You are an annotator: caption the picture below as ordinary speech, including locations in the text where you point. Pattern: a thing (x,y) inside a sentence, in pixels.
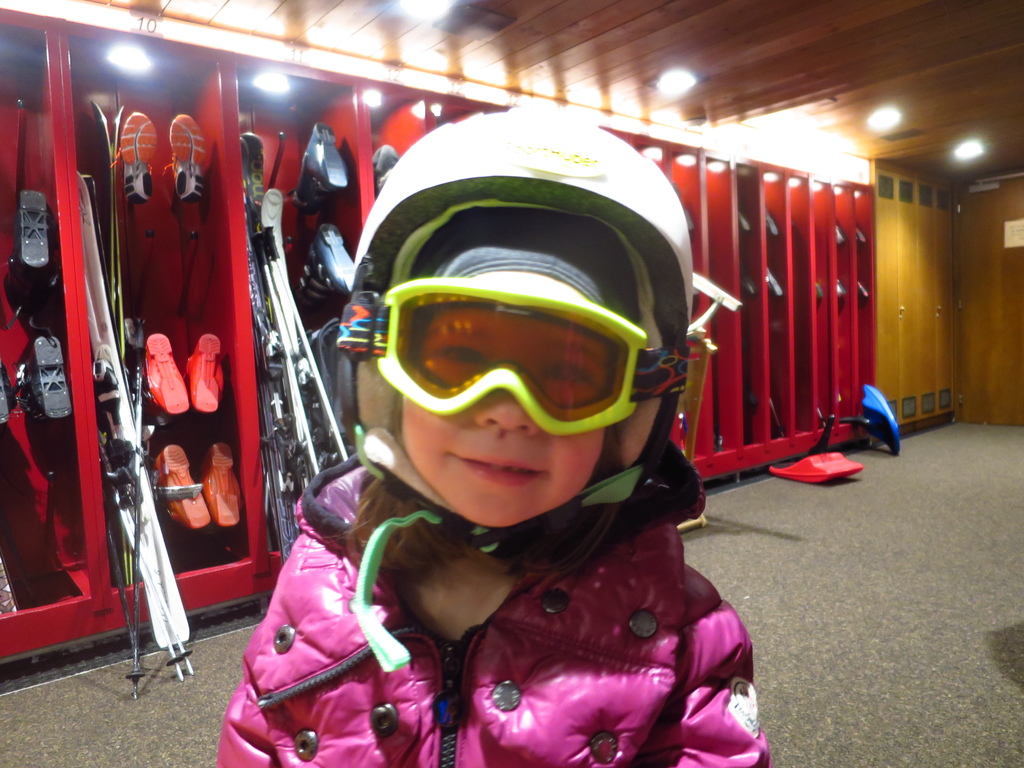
In this image I can see a person (259,650) standing wearing pink color jacket (436,690), white color helmet (616,142). Background (174,470) I can see few shoes (200,340) and few lights (970,151).
